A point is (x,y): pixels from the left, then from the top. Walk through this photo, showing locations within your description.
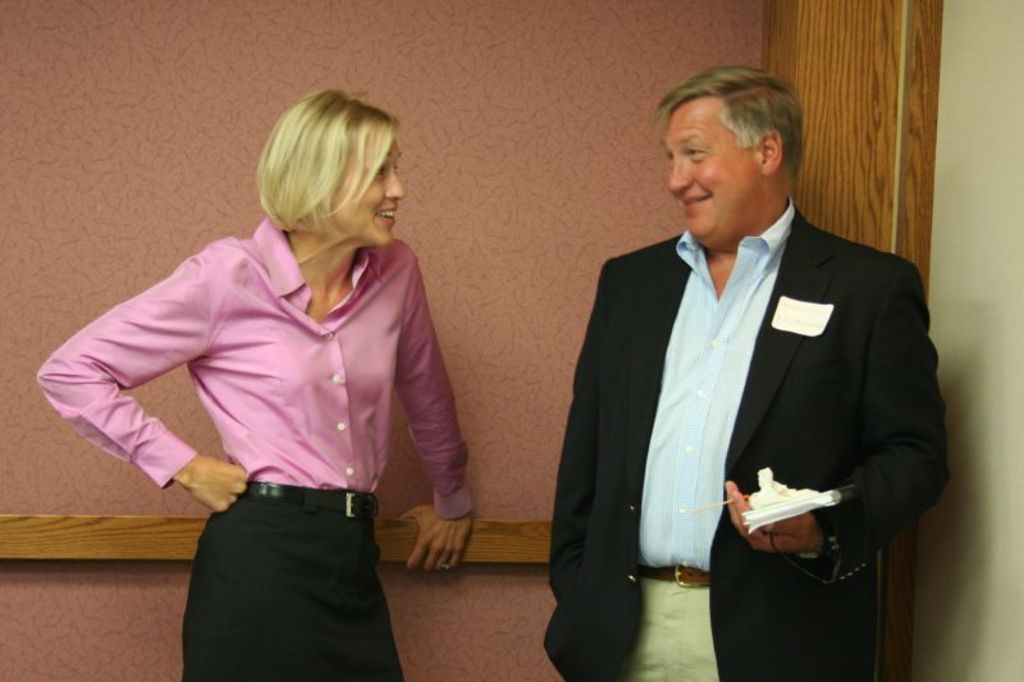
In this picture I can see a man (702,455) and a woman (348,361) are standing. The man (741,357) is wearing black color coat (746,432), shirt (687,494) and pant (687,648). The man (687,590) is holding an object (800,497). The woman (268,411) is wearing pink color shirt (233,397) and black color skirt (241,581). In the background (467,175) I can see a wall (430,192).
